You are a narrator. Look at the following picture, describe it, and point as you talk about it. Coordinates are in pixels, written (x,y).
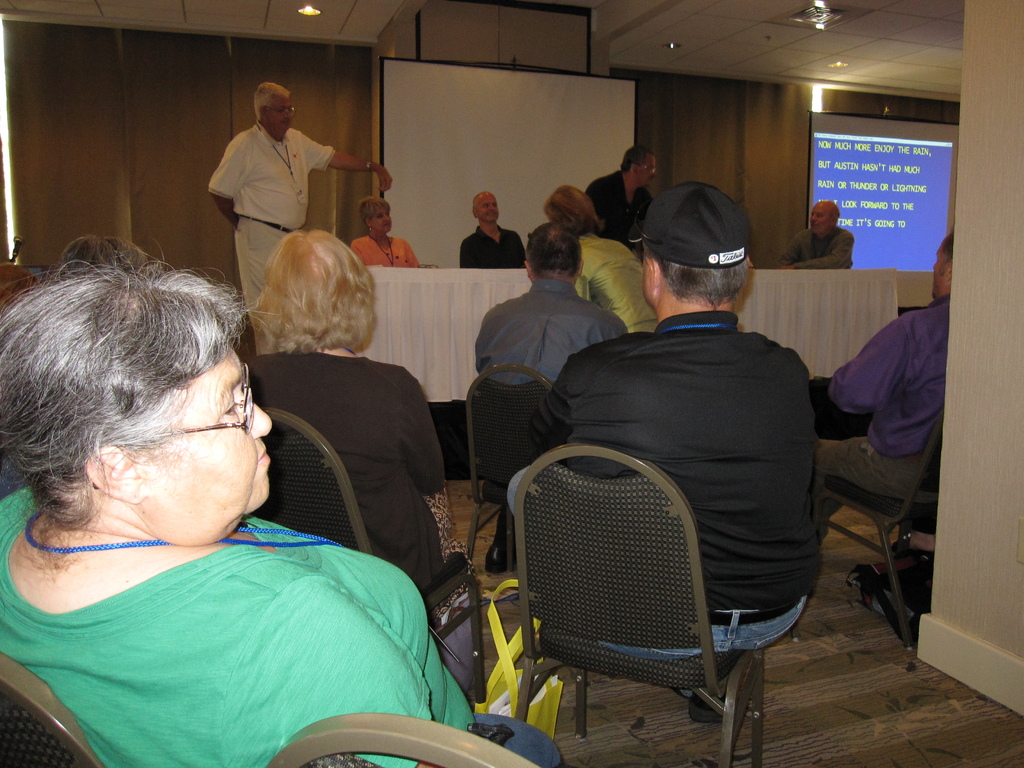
In this image there are group of persons (289,369) sitting on a chair (317,497), in the front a man (266,182) wearing a white colour shirt (269,188) is standing at the right side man (618,203) wearing a black colour shirt (613,203) is standing, in front of the table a woman (608,266) wearing green colour dress (614,275) is standing, on the right side (895,173) there is one screen (899,209) which is running and it is blue in colour in the background (506,119) there is one board (493,120).
